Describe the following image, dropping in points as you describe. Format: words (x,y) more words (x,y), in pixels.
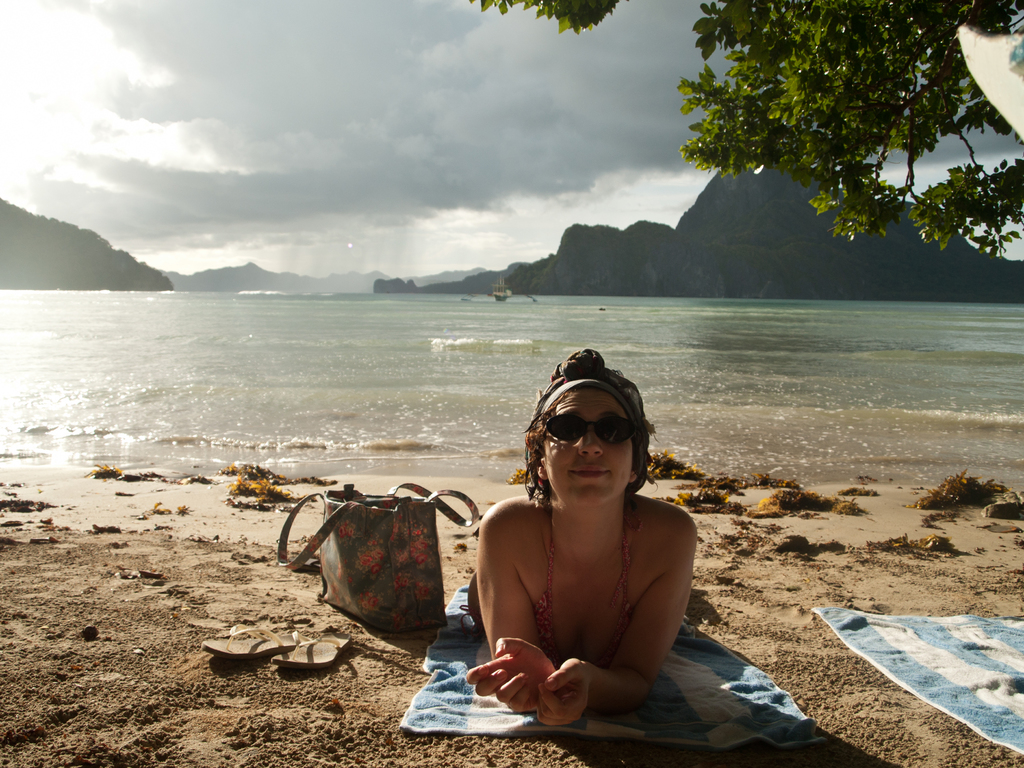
Here we can see a woman (606,586) laying on her towel (664,712) with handbag (354,564) and slippers (253,628) besides her, she is wearing goggles (621,424), this probably looks like a beach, the sky (288,252) is cloudy, here there are mountains (685,253) the tree (889,99) is present on the right side (890,99).
